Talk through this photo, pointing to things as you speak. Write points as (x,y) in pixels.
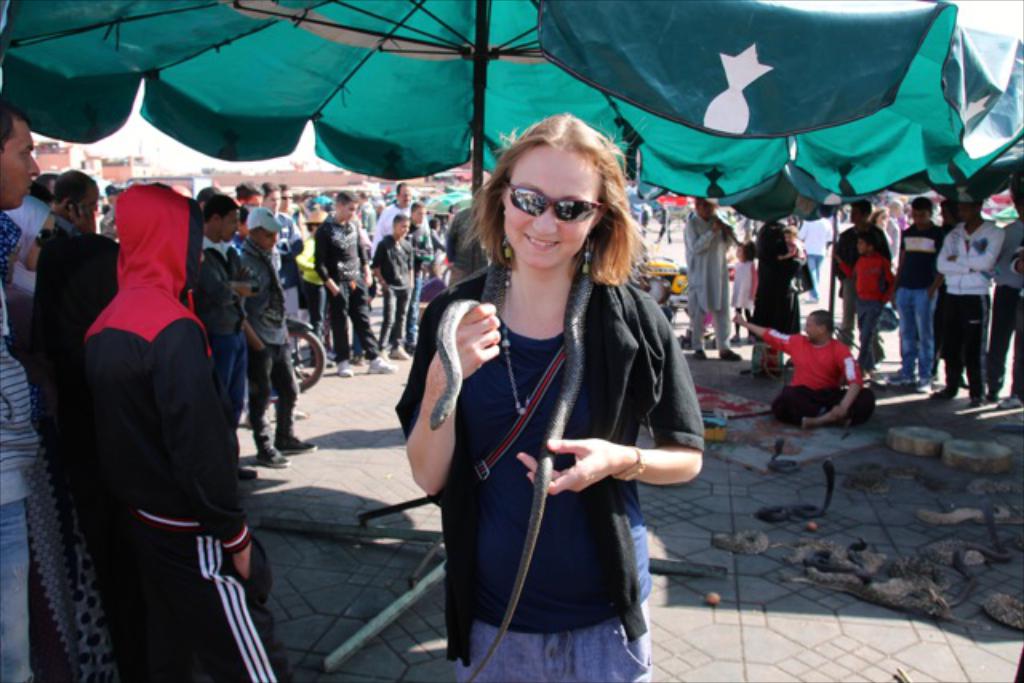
This image consists of a woman (570,528) holding a snake (563,437). She is wearing a black jacket (626,439). In this image there are many persons (70,353) standing. At the bottom (799,546), there are many snakes (823,580) on the ground (800,601).
